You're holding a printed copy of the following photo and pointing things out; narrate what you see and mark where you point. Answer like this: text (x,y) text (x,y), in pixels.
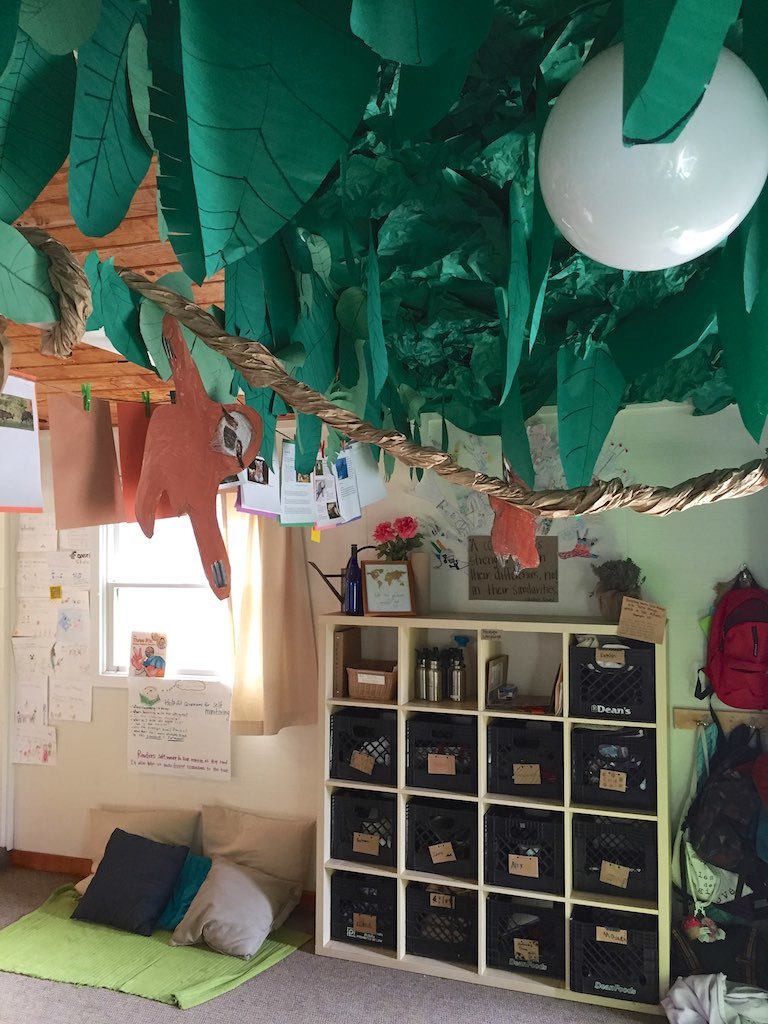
In the picture we can see an inside view of the house (293,767) with some racks (335,867) and something kept at it and beside the racks (572,885), we can see a floor mat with some pillows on it and on the other side, we can see some bags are hung to the wall (51,802) and to the wall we can see a window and beside it we can see some papers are pasted and to the ceiling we can see some colored papers (3,277) and white color balloon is decorated to it.
